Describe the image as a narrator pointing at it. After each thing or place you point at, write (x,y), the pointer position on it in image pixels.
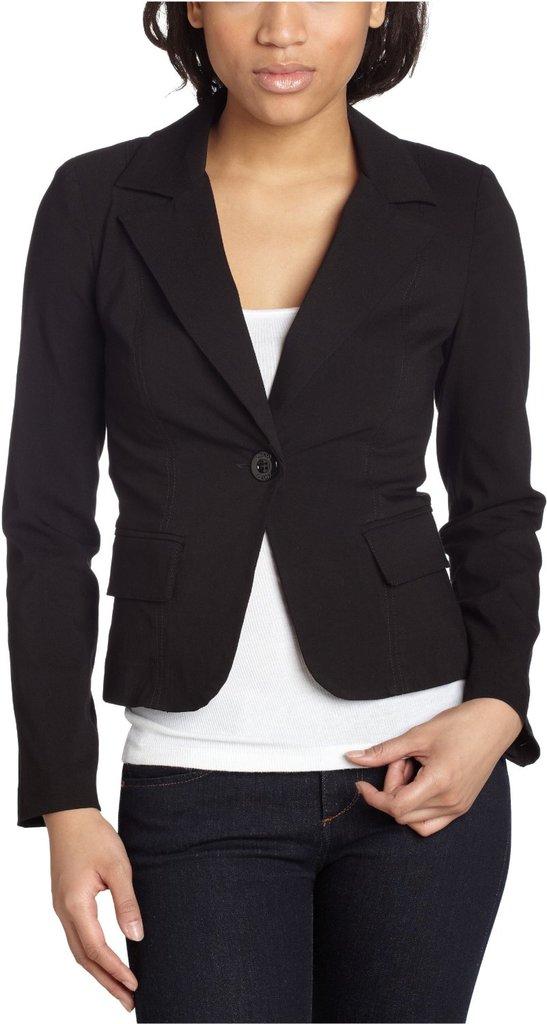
In this image, I can see a person (265,859) standing. There is a white background (435,100).
